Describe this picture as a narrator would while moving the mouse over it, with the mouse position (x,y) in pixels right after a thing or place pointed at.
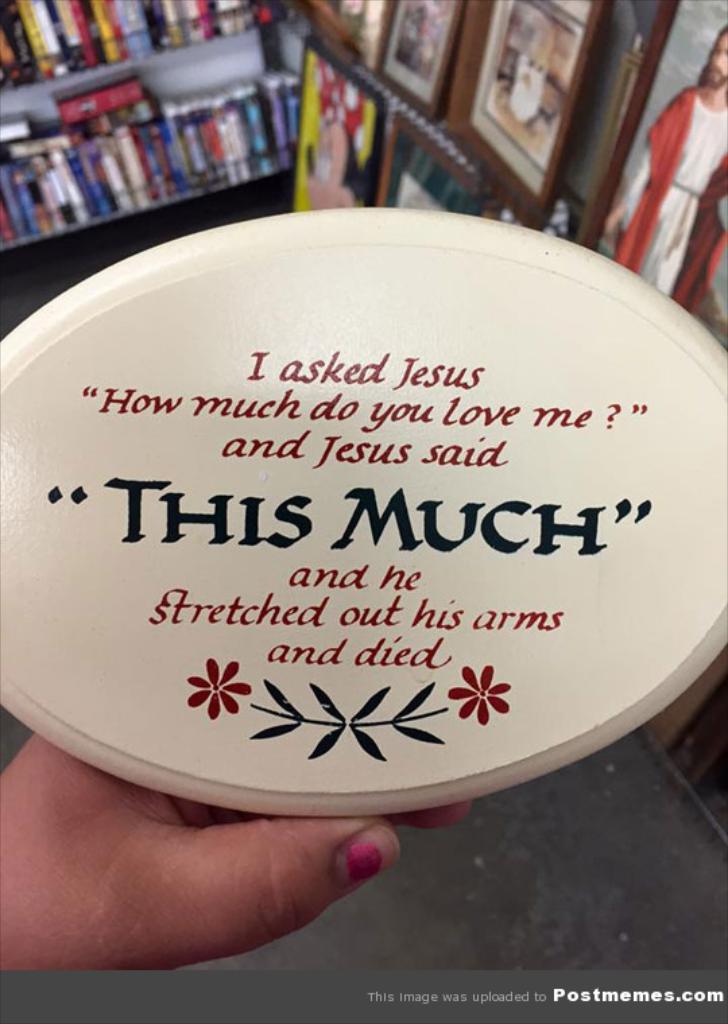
In this image we can see a hand (125,843) of a person (193,814). On the hand (196,805) we can see an object (270,714) and on the object (196,671) we can see some text (305,435). Behind the object (375,305) we can see group of books (107,93) on the racks (228,47) and photo frames (487,173).
